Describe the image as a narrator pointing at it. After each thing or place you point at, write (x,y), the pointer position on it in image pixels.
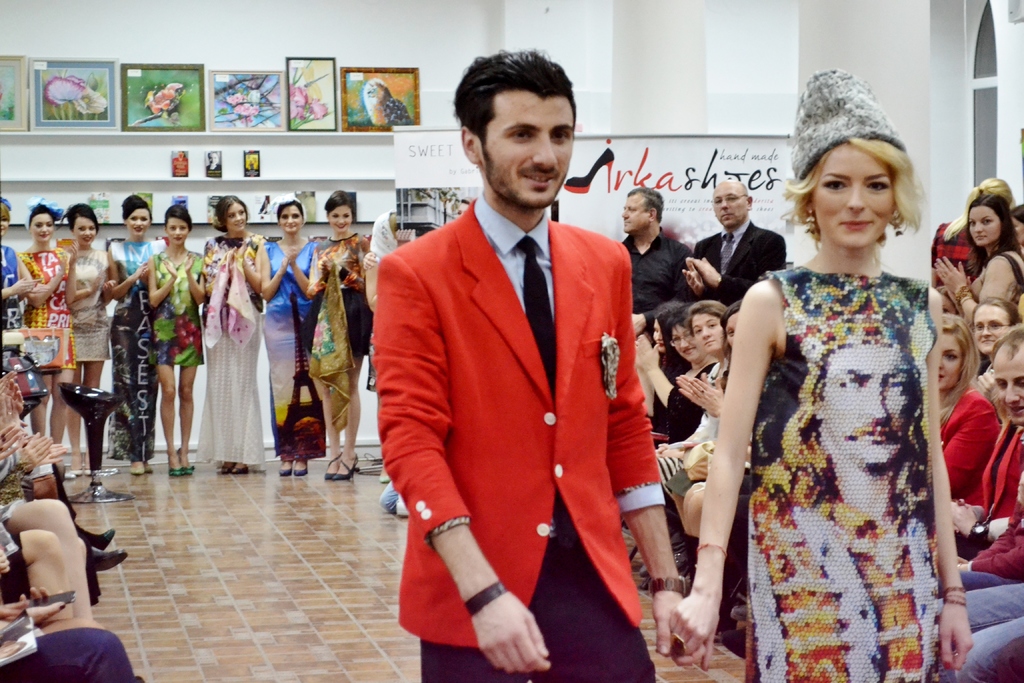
In this picture we can see two people (761,301) smiling and at the back of them we can see some people (6,382) are sitting on chairs (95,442), some people (344,308) are standing on the floor (251,629), posters (440,208), frames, wall (315,44) and some objects (306,218).
